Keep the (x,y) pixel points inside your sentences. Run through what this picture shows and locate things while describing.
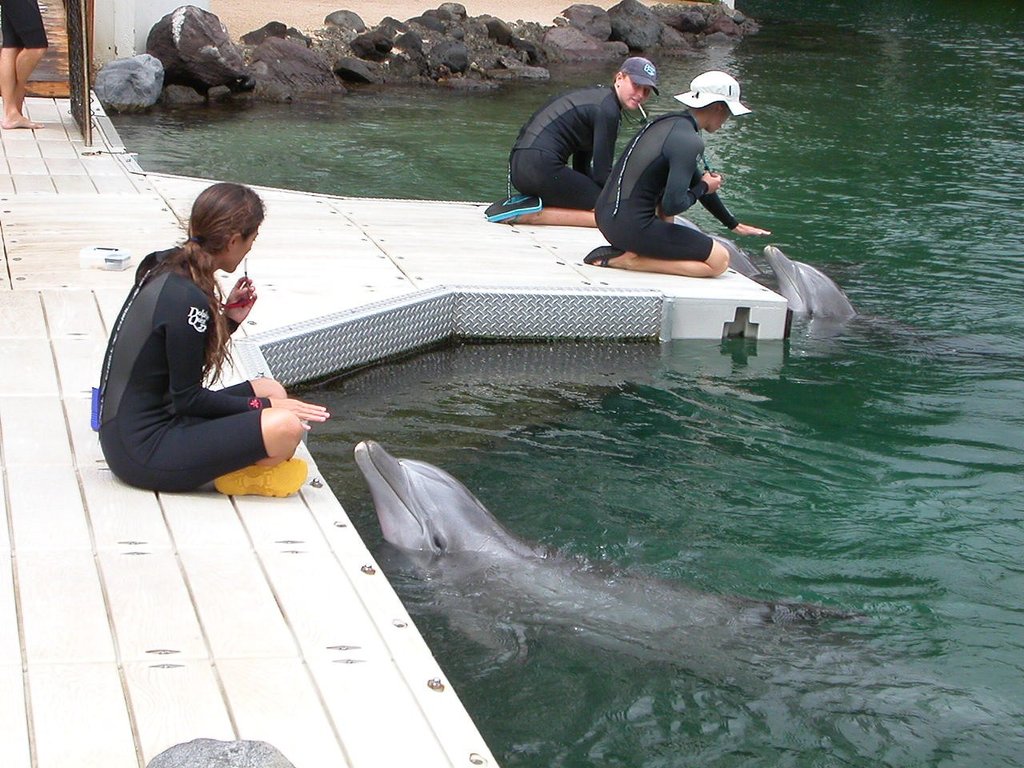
This image is taken outside on a sunny day. A woman (175,398) is sitting before a dolphin (428,483) which is in water (544,477). There are two other persons (690,174) wearing a cap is sitting before dolphin (747,255). At the left top corner (14,17) there is a person (13,49) standing. At the top of the image (116,77) there are few stones (655,30).
